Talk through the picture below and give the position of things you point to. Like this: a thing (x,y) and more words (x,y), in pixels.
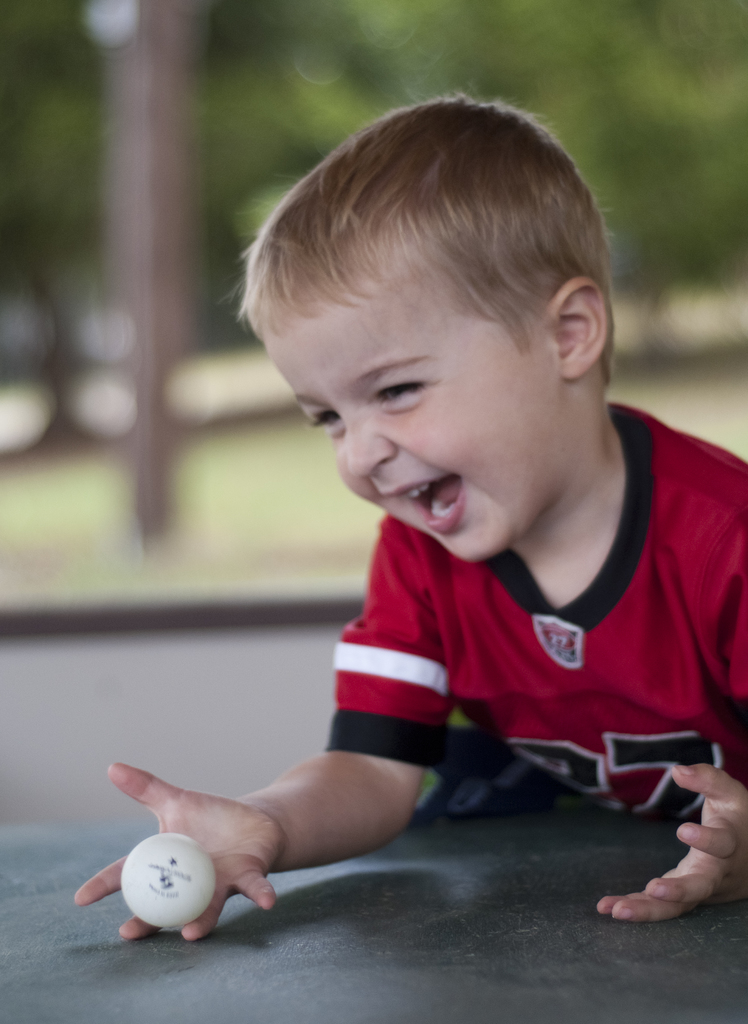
This image consists of a boy (589,652) holding a ball (129,863). At the bottom (299,969), there is a table (342,969). In the background (149,424), there are trees (612,25). And the background (49,493) is blurred.
